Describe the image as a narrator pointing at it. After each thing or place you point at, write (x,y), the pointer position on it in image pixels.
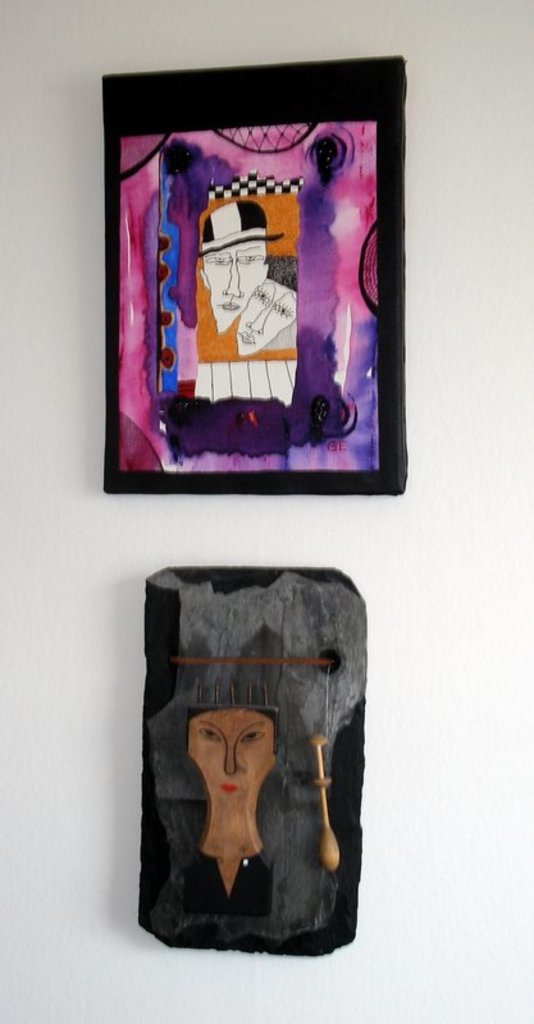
In this picture we can see there are two photo frames (201,695) on the white wall (59,431).
